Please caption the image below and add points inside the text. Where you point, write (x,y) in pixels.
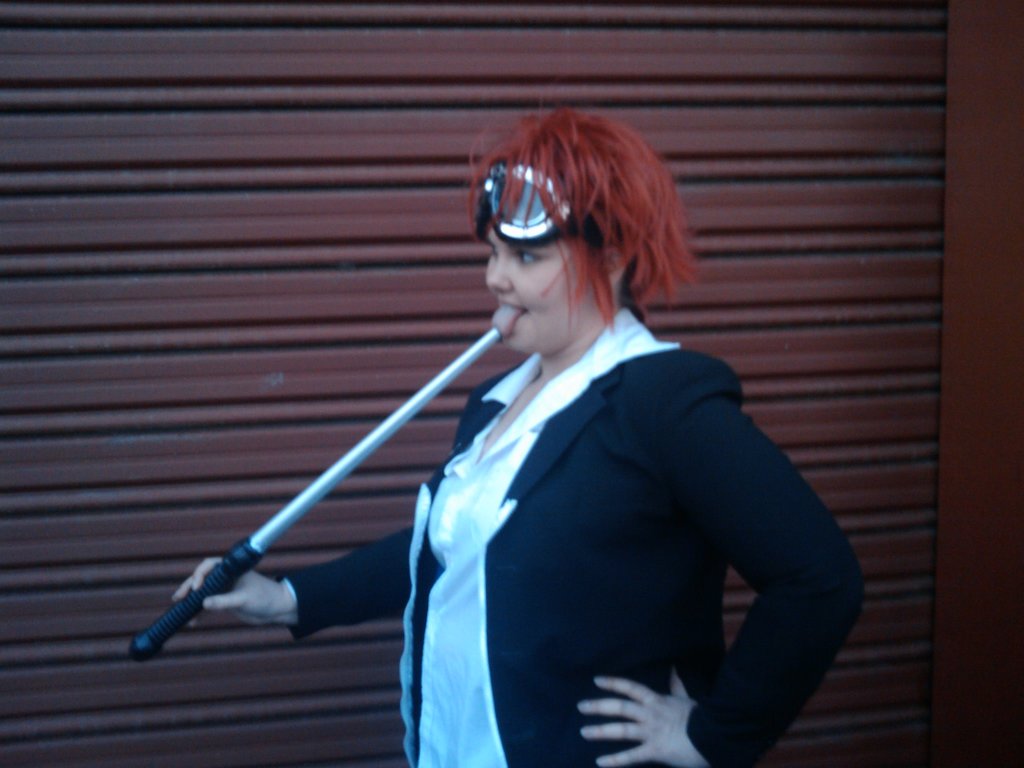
In the center of the image (531,360) we can see a lady (656,458) is standing and wearing goggles (513,230), coat (607,458) and holding a rod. In the background of the image (380,370) we can see a shutter (662,23). On the right side of the image (989,380) we can see the wall (972,358).
